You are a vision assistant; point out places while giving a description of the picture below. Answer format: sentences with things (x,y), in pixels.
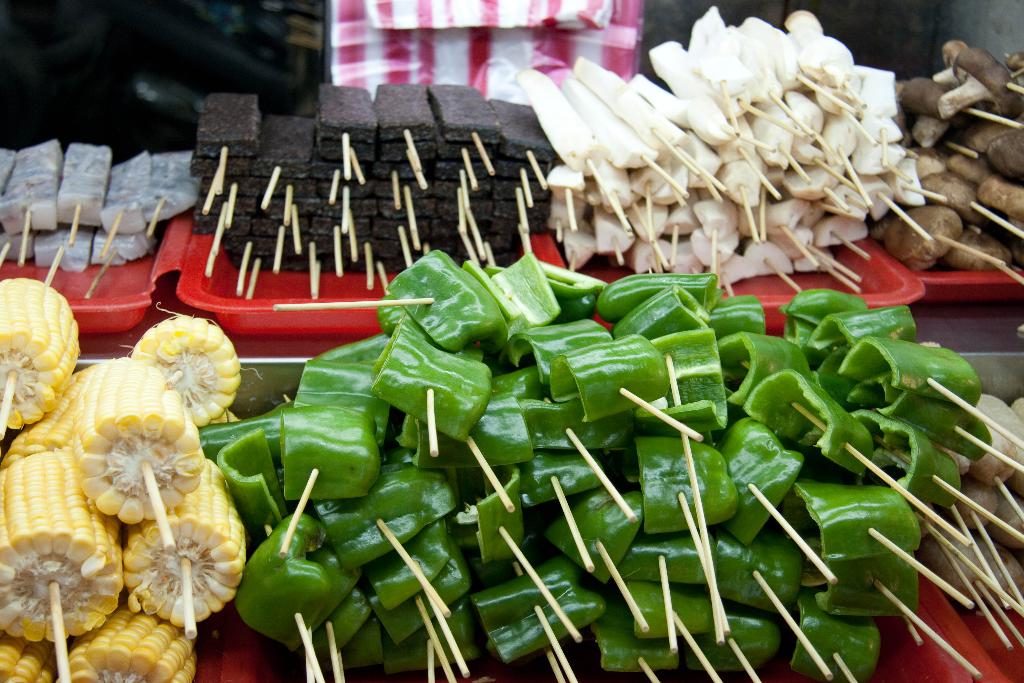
In this picture we can see some food items (259,138) on the trays (195,265). There are a few objects (512,2) visible in the background (531,2). Background (449,5) is blurry.
